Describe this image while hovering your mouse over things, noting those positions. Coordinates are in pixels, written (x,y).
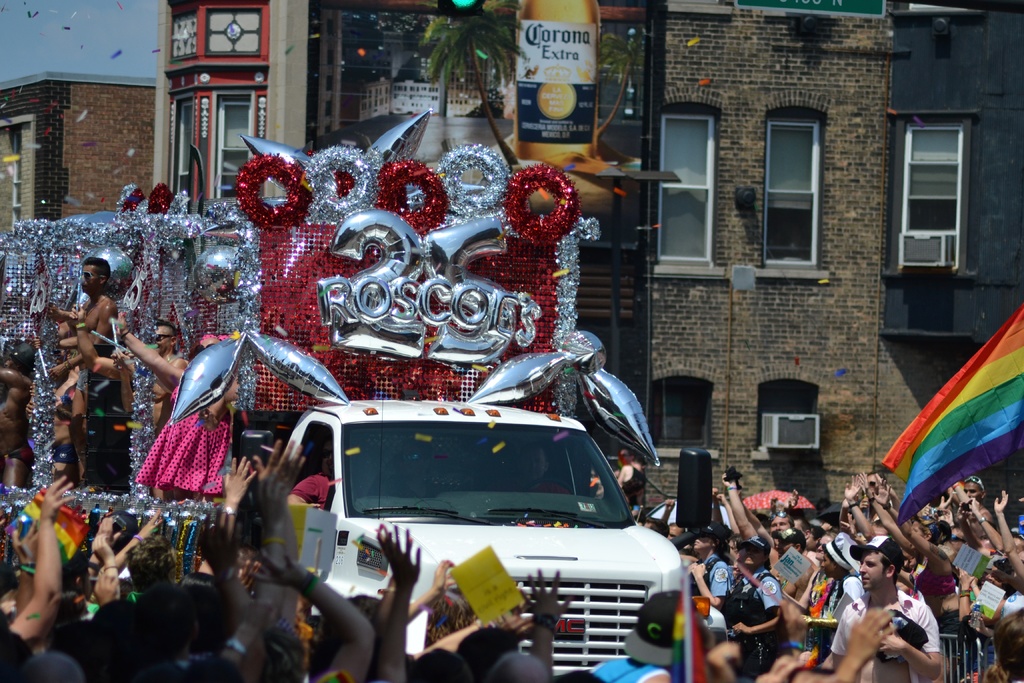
In the center of the image (443,395) we can see a vehicle (408,511) decorated and there are people (165,373) in the vehicle (47,447). At the bottom (293,571) there is crowd (879,574). On the right (946,449) there is a flag (938,473). In the background (837,246) there are buildings (843,118), trees (448,39) and sky (68,63).
